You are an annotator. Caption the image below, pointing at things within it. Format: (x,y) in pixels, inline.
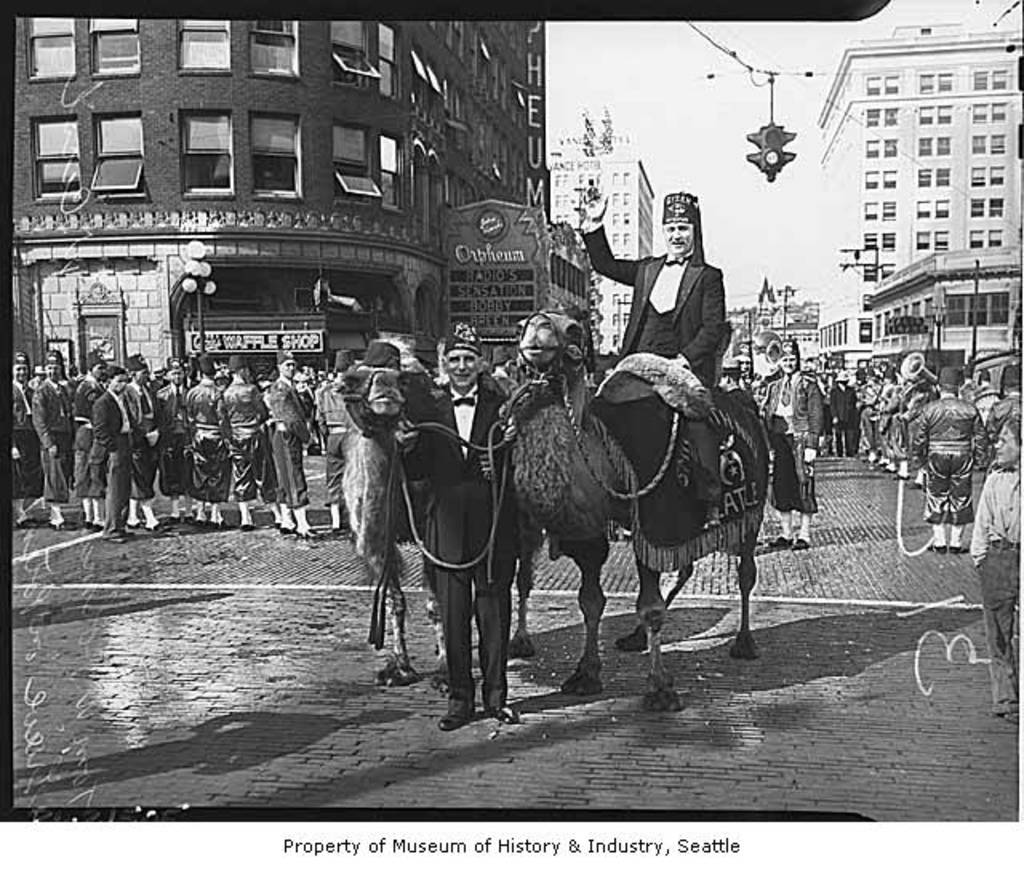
In this image I can see a person (651,294) is riding a camel (576,395) on the road (617,585). In the background (274,425) I can see a crowd (1004,610), buildings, traffic lights (764,160), wires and the sky (702,197). This image is taken during a day on the road (235,669).
